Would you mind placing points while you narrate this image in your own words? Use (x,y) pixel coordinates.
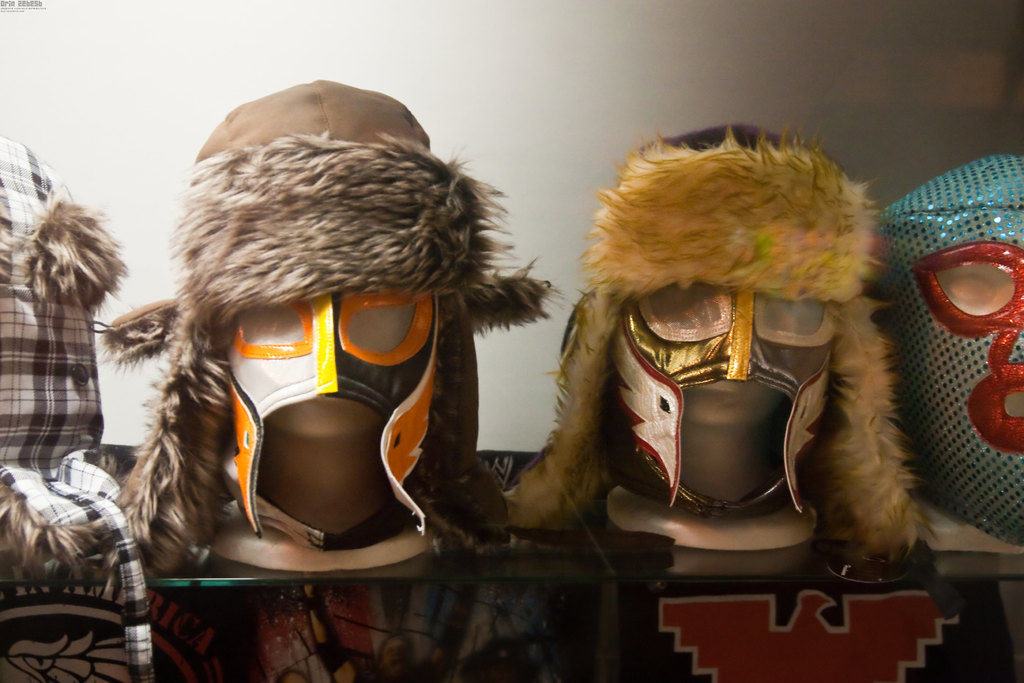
In this image we can see the face masks (734,314) arranged on the rack (584,576). In the background (337,14) there is plain wall (569,109) and in the top left corner (33,9) there is some text (32,7).
